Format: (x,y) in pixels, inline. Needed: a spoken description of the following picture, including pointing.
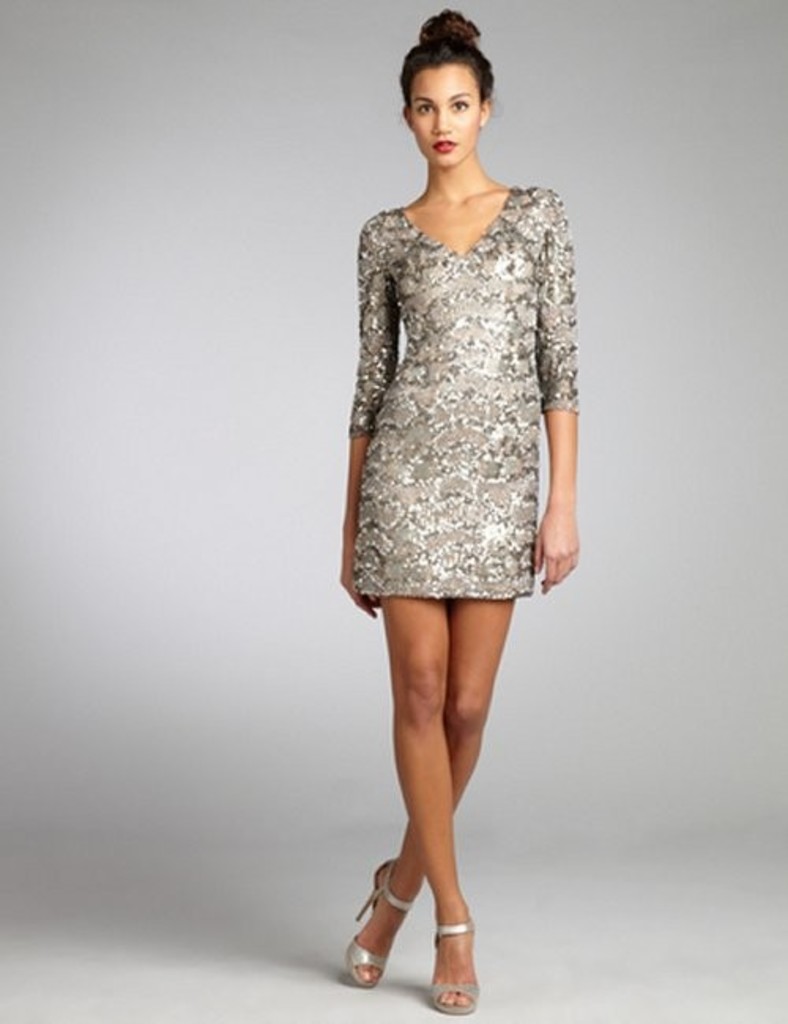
In this image we can see a woman (429,513) standing on the floor (428,961).
